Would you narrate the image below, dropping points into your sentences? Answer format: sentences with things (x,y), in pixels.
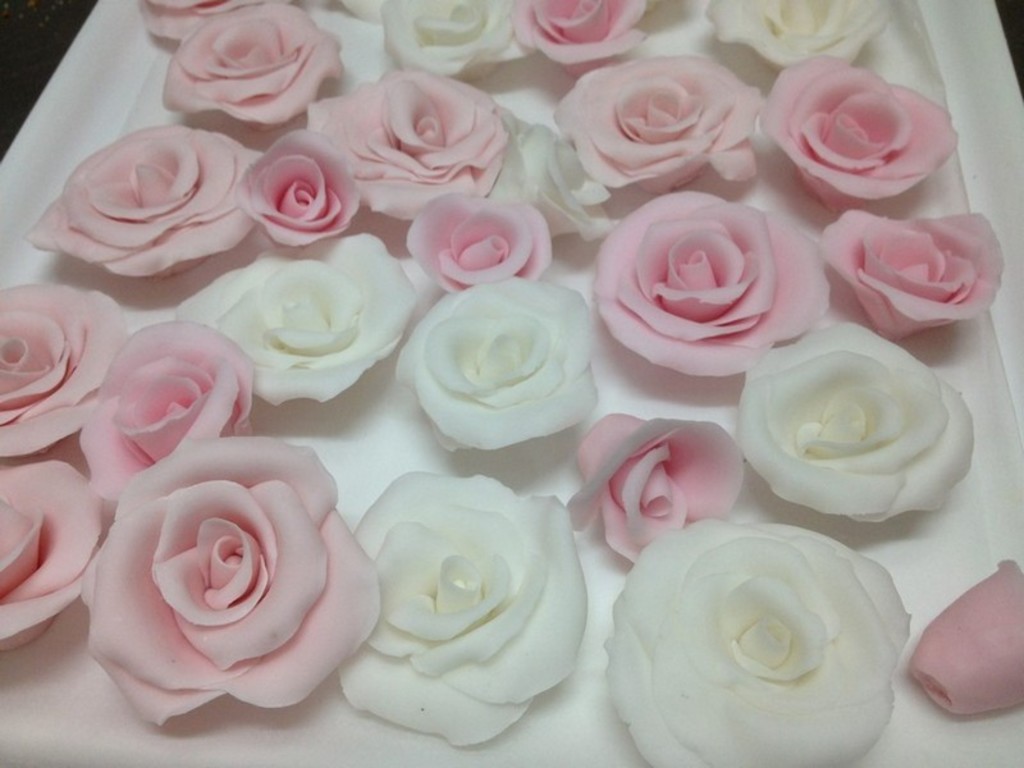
In this image, I can see the rose flowers (906,301), which are kept on the object (249,141). These rose flowers (298,267) are pink and white in color.
